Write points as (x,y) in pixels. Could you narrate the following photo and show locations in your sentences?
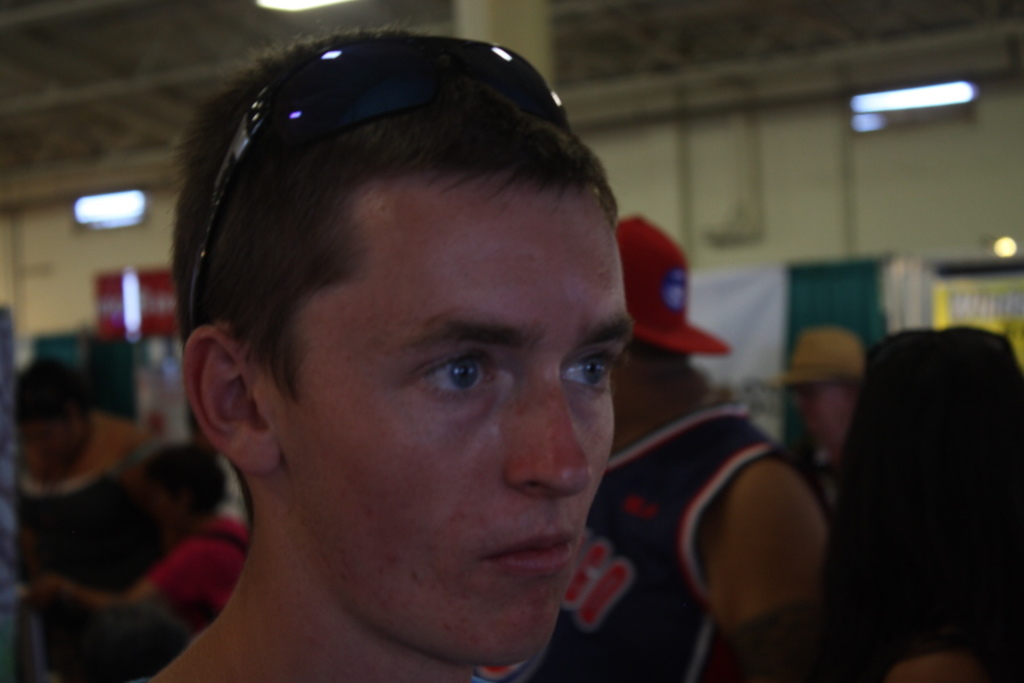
In this image we can see a person (592,228) standing in the middle (423,431). We can see some people (991,375) in the background (999,491) and there is a wall (630,145) and lights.
